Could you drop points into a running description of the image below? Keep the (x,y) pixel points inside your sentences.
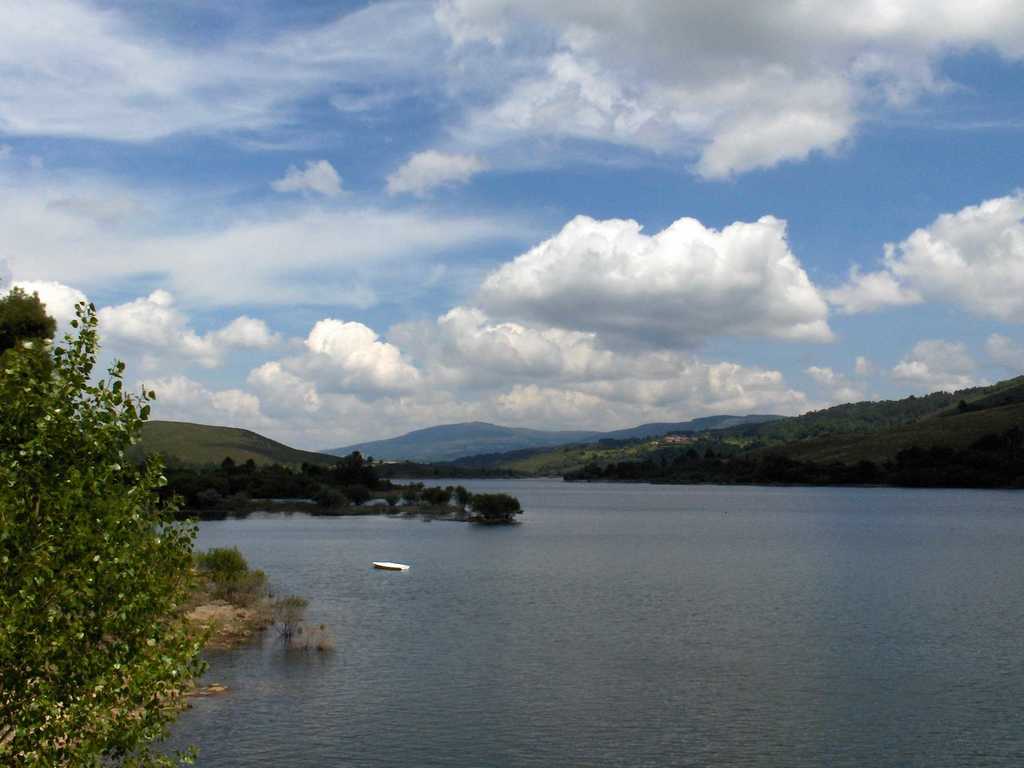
On the left side (69,553), we see a tree (84,591). At the bottom (429,642), we see water (659,557) and this water (722,641) might be in the lake (567,589). In the middle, we see a boat (397,564) is sailing on the water (370,533). There are trees (286,478) and the hills (615,436) in the background (785,432). At the top (444,239), we see the clouds (630,250) and the sky (732,200), which is blue in color.
